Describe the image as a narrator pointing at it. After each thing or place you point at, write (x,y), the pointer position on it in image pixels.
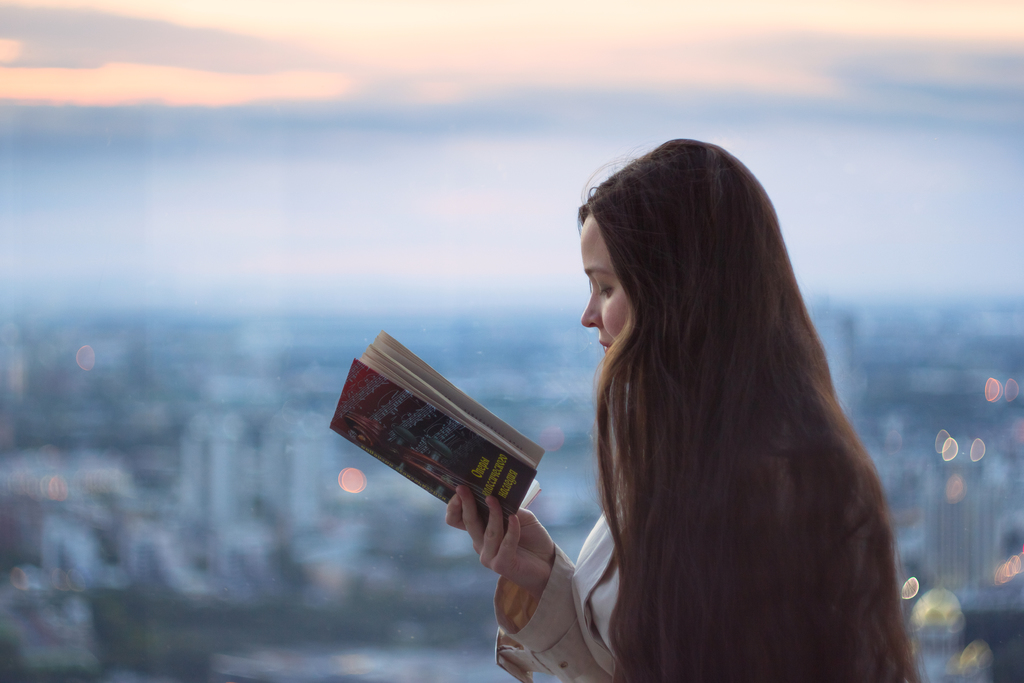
In this image we can see a woman (613,448) standing and holding book (459,419) in her hands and in the background of the image (375,320) there are some buildings (261,463) and cloudy sky (809,155).
